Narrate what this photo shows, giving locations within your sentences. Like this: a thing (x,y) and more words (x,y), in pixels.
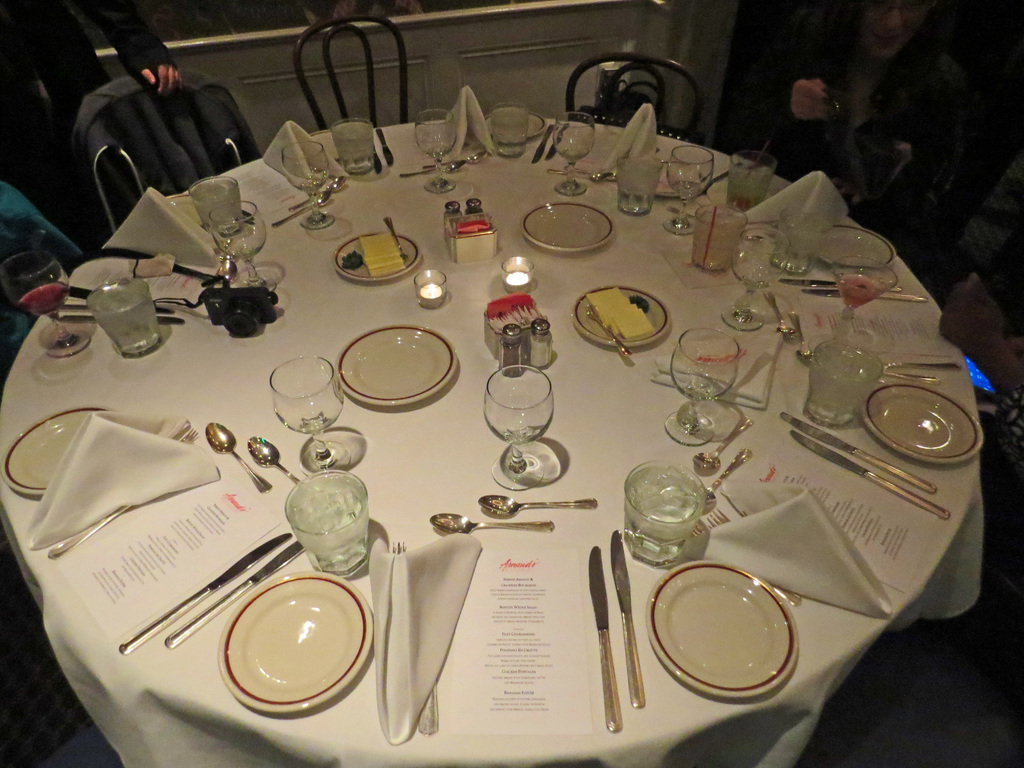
In this image we can see a table (204,700) with white color table cloth (360,186) on which we can see many plates (257,614), knives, spoons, menu cards (163,578), glasses (325,483), candles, camera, clothes (418,640) and few more things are kept. Here we can see the chairs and few people (907,161) sitting on the chair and here we can see a person (114,32) is standing.
